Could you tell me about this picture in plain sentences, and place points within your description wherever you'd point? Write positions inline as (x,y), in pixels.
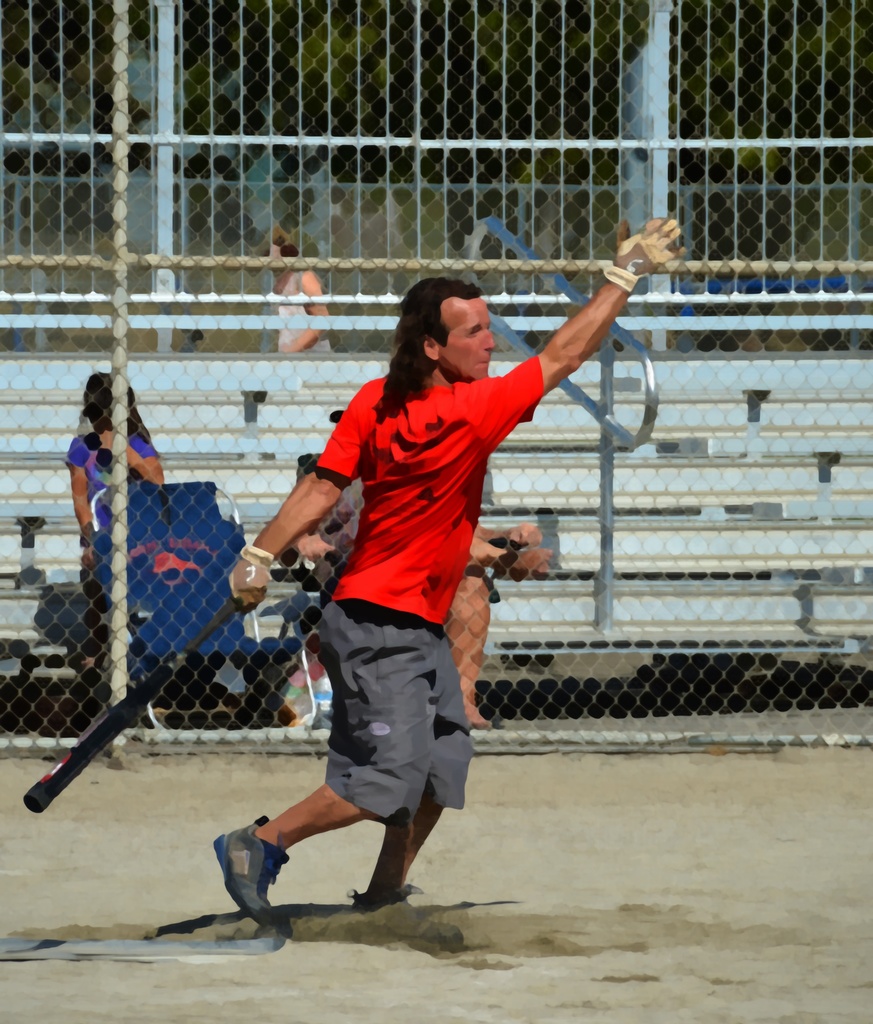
This is an edited image. In front of the picture, we see a man (483,483) in the red T-shirt (478,423) is holding a baseball bat (157,680) in his hands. At the bottom (352,830), we see the sand (447,833). Behind him, we see the poles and the fence (119,187) and behind that, we see two people (91,475) are sitting near the staircase (545,538) and we see the stair railing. Behind that, we see a woman (282,245) is standing. In the background (569,180), we see the trees (334,133).
